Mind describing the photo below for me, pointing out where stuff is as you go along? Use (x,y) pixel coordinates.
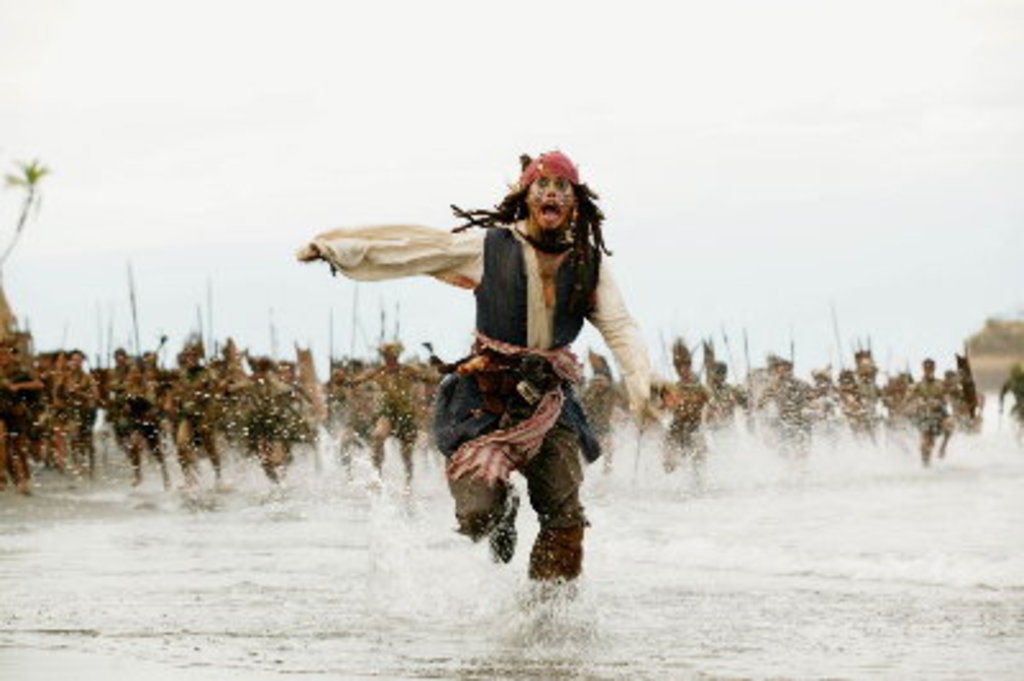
At the bottom of the image (994,602) there is water (227,552). In the middle of the image (578,377) a man (551,170) is running in the water (613,506). Behind him few people (8,354) are running and they are holding some sticks (98,333). At the top of the image (103,216) there is sky (90,172) and there is a tree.
